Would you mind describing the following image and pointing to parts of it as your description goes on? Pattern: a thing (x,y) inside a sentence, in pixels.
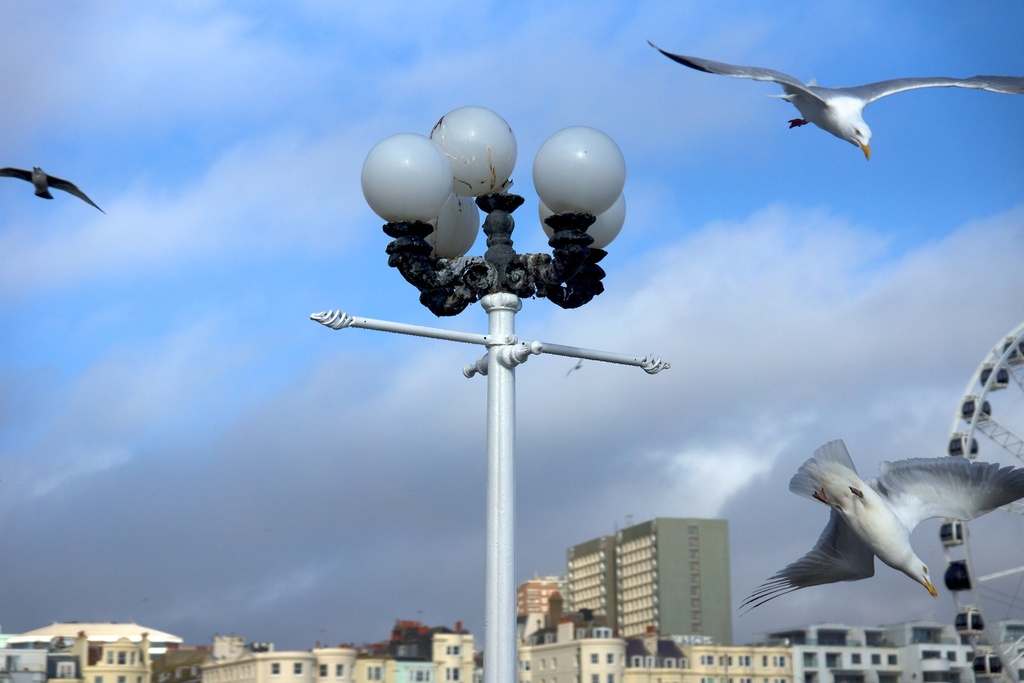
In this image, we can see a street pole (462,211). There are some buildings (386,668) at the bottom of the image (636,616). There is a Ferris wheel (967,412) in the bottom right of the image (1004,664). There are birds (895,502) in the sky (801,173).
